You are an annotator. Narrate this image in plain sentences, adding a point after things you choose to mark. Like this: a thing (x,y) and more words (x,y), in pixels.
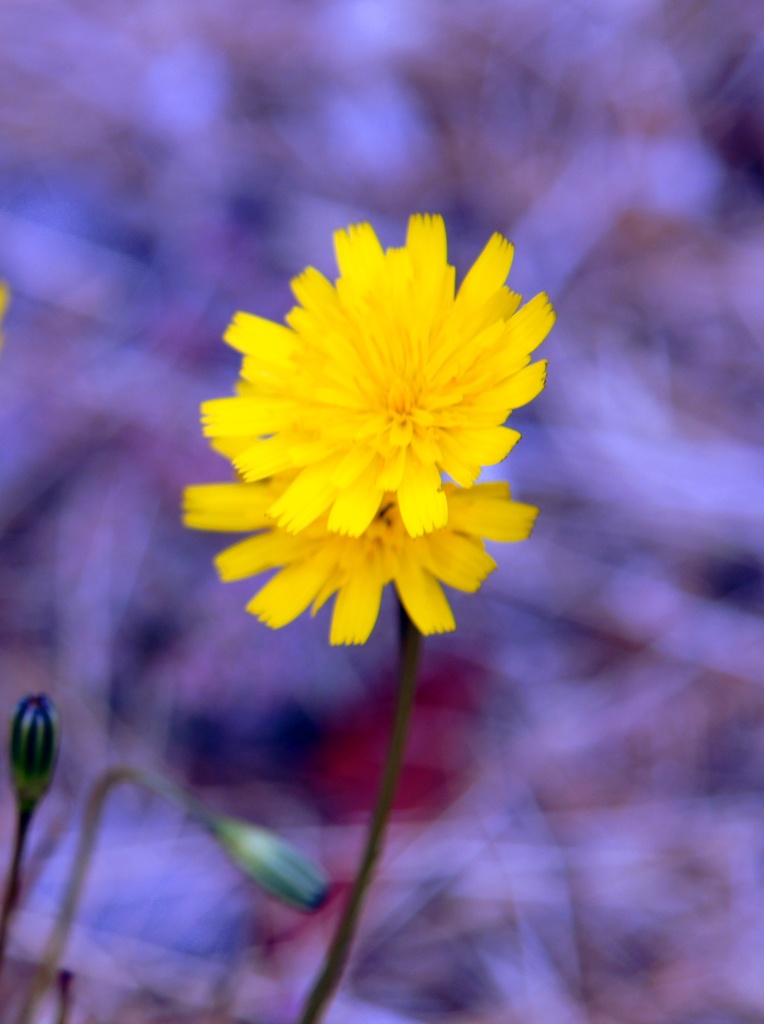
In this image we can see some flowers (345,406) and buds (292,892).
